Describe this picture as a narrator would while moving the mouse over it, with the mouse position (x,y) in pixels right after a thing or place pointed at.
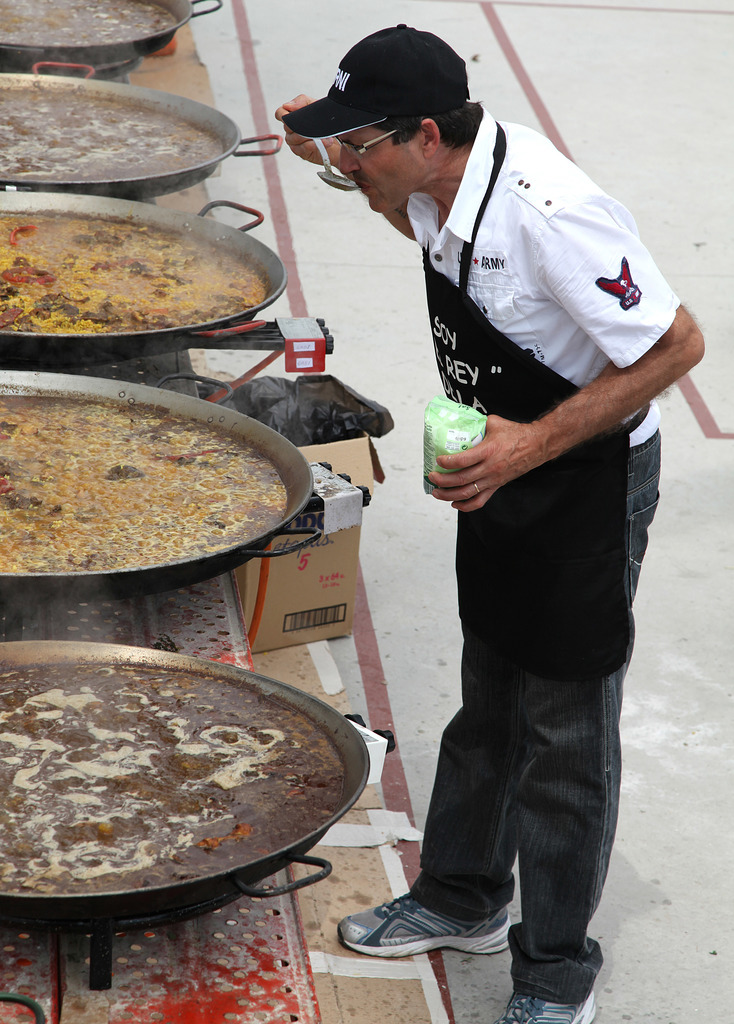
In this image in the front (553,438) there is a person (493,458) standing and holding an object (440,453) which is green in colour and holding a spoon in his hand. On the left side (115,208) there are foods (94,147) in the pans (169,411) and on the floor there are objects (289,537) which are brown in colour.
